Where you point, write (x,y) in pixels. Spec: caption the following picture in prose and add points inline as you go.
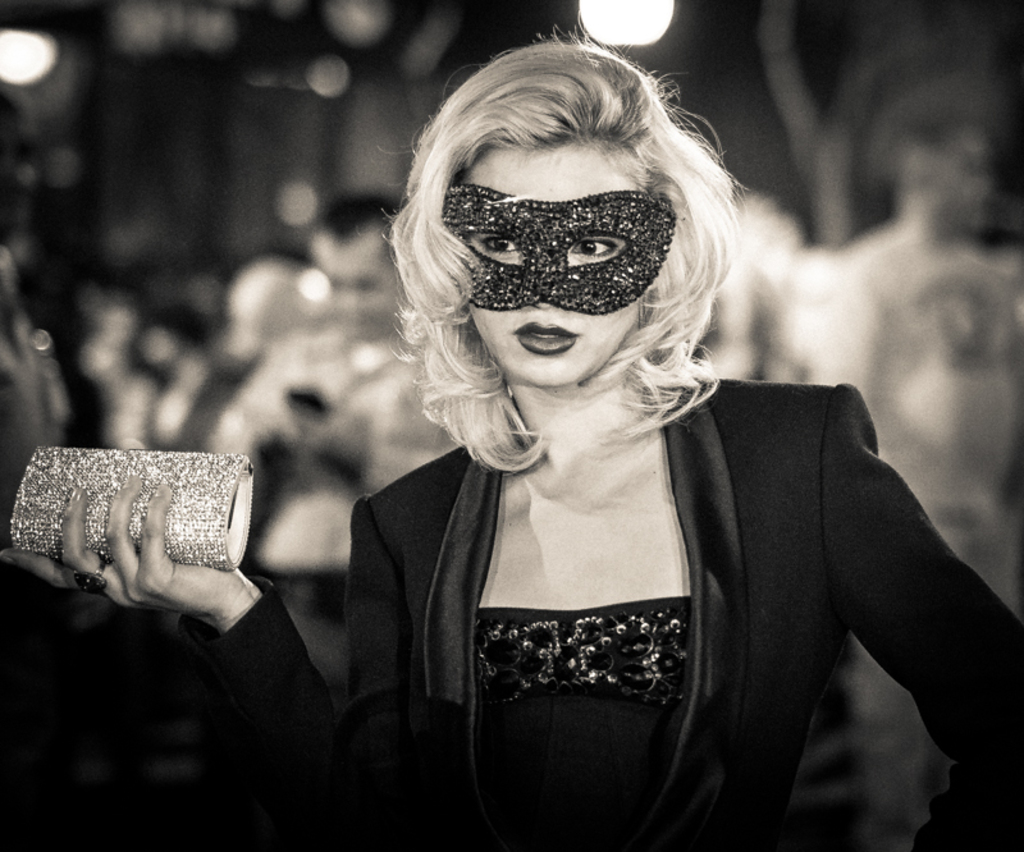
In this picture there is a lady (462,263) in the center of the image (646,388), she is wearing mask (579,239) and there is a clutch (208,503) in her hand (75,519) and there are lights (47,46) in the background area of the image (632,41), it seems to be there are people (376,285) in the background area of the image (370,281).
